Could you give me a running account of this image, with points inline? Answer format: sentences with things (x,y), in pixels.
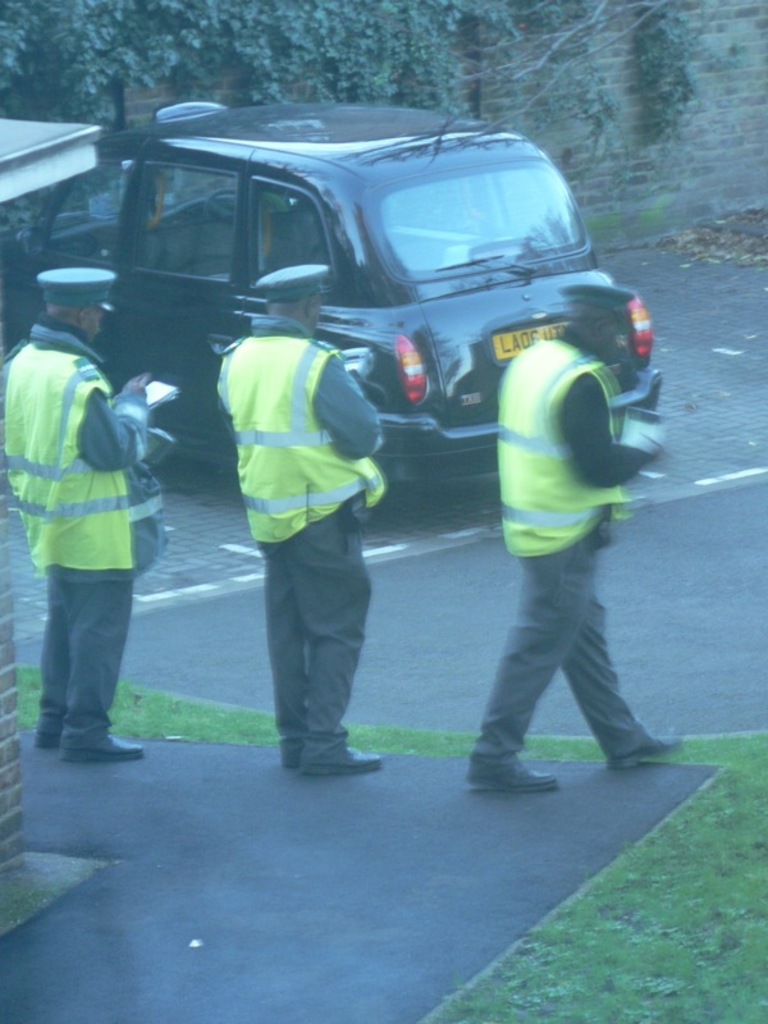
In this picture we can see a car (390,116) and 3 policemen (91,321) on the road (243,764).
